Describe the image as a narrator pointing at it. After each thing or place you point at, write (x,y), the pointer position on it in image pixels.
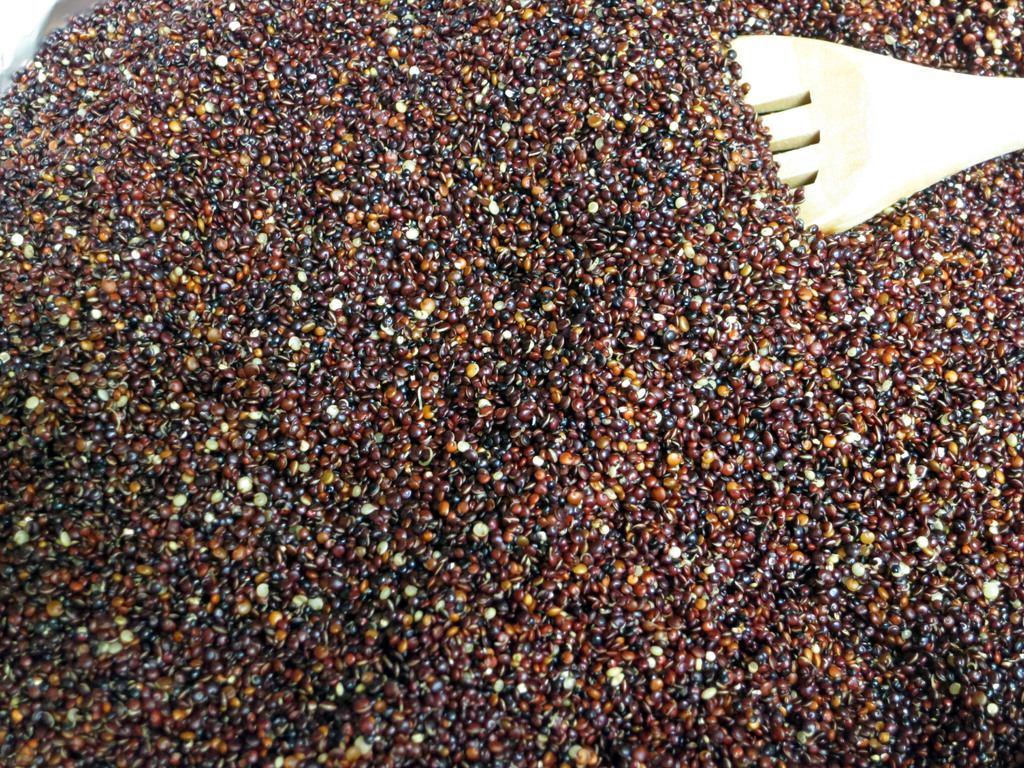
There are many seeds (522,400) and there is an object (829,177) in the right top corner (859,97).
